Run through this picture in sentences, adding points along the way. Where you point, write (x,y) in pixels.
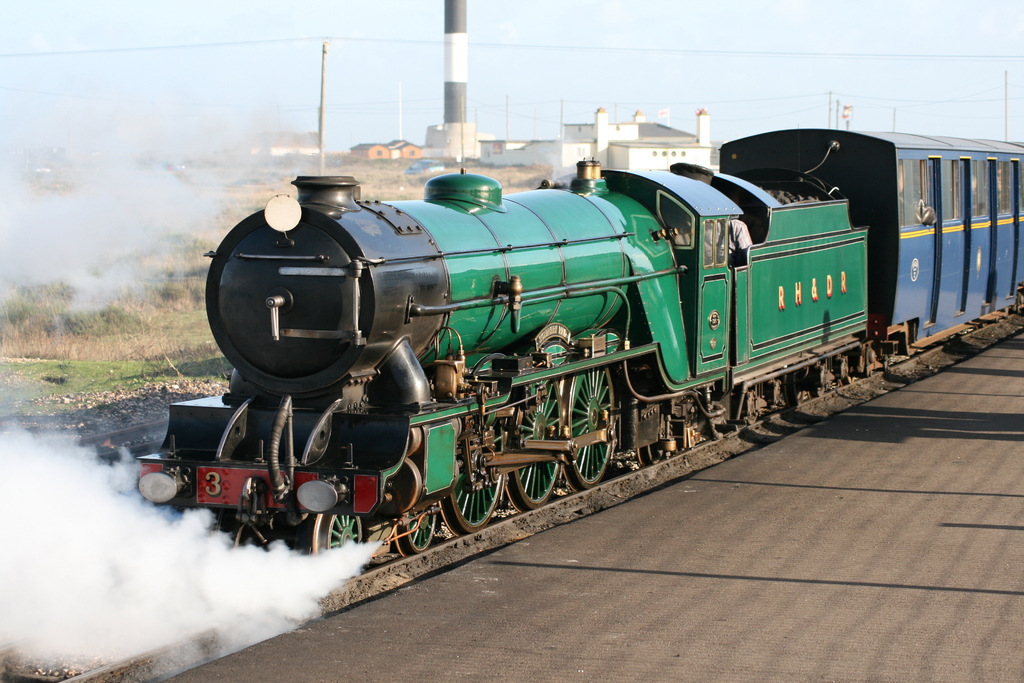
In this picture we can see a train (543,359) on the railway track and in front of the track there is smoke (308,545) and behind the train (422,242) there is a factory (429,137), poles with cables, grass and a sky (561,91).
